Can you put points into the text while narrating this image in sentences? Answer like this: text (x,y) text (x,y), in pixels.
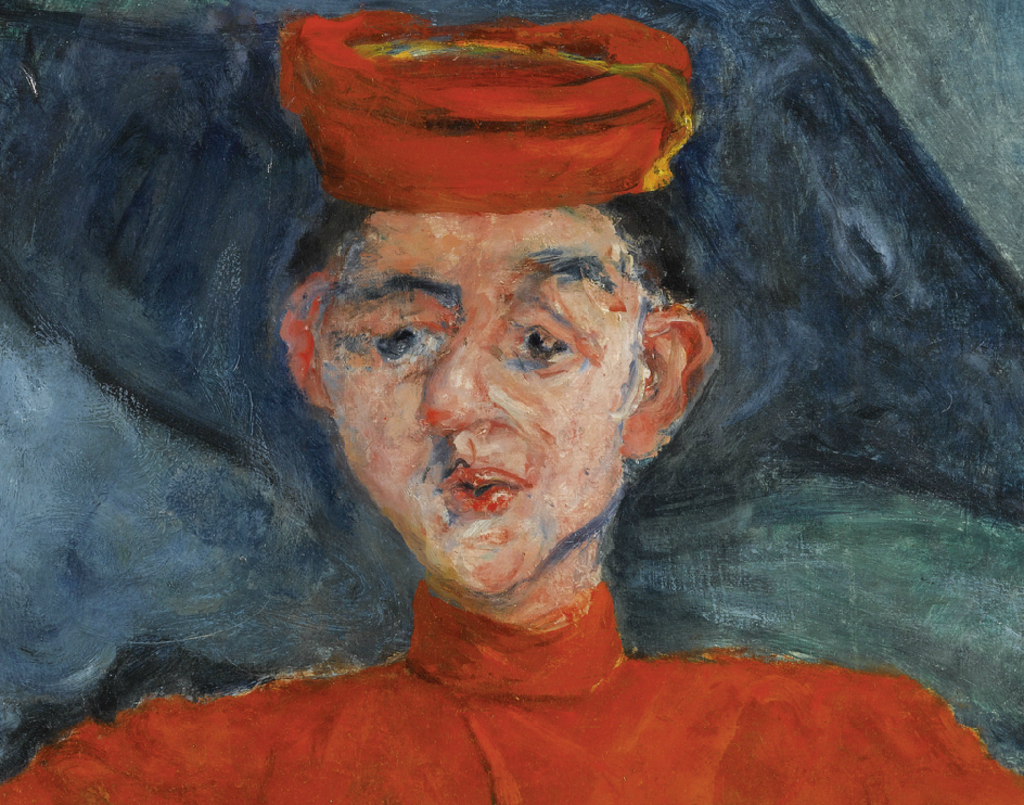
In the image we can see a painting (570,585) of a person (598,723) wearing clothes (580,709) and a cap (499,145).
